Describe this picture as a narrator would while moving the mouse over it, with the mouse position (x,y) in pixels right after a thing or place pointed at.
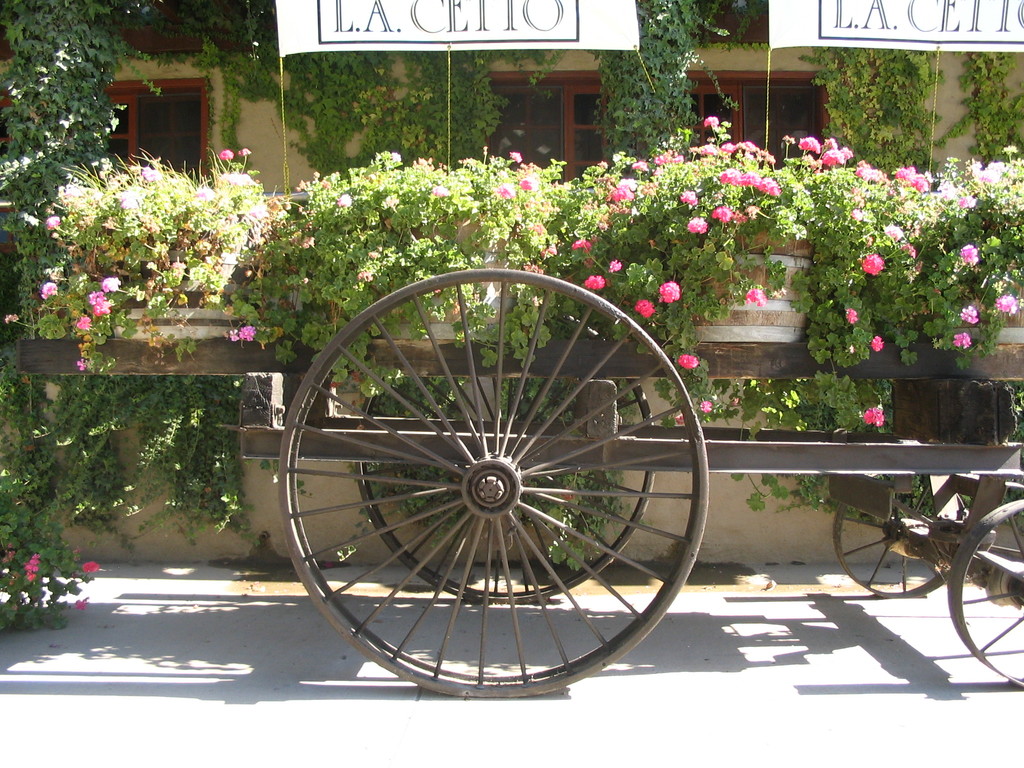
This image is taken outdoors. At the bottom of the image (252,633) there is a floor (825,624). In the background (263,121) there is house (739,82) with walls (311,122), windows (138,93) and a door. There are a few creepers (22,82) with green leaves (421,111). At the top of the image (801,27) there are two banners (812,21) with text (916,13) on them. In the middle of the image (432,357) there is a cart (356,443) with wheels (629,562) and there are a few plants (244,196) with a few flowers (242,335) which are pink in color.
